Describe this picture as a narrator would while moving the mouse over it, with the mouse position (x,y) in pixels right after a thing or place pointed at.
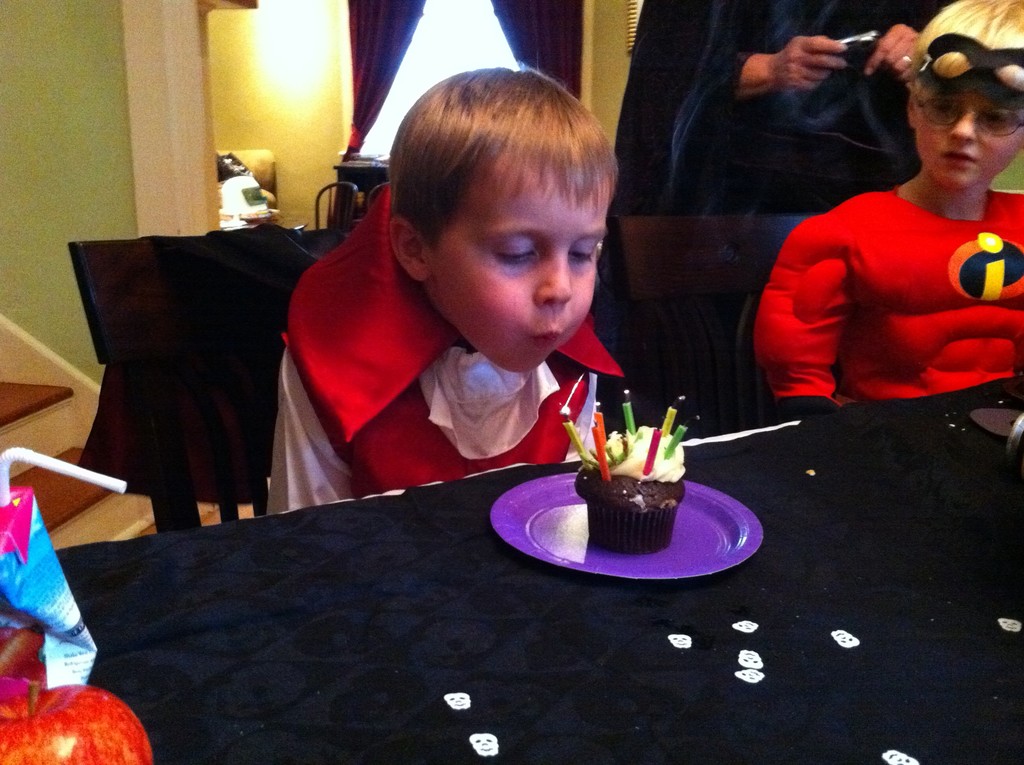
There is a boy (392,378) sitting in the chair (254,467) blowing candles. Behind that boy (432,180) there is a room (352,100) and I can see a window (416,49) with curtains (400,45) and a lamp (302,9) attached to the wall (286,66). There is a couch (258,175). There is a boy (802,312) at the right corner of the image (862,258) and I can see a person (833,161) behind with a black dress (782,128). This is a table (893,683) which is covered with a black cloth (411,720) and a plate (556,552) is placed on the table (549,645) which consists of chocolate muffins (635,515) and candles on it. At the left bottom corner of the image (80,720) I can see an apple (71,707) and a drink packet (28,558) with a straw (36,457) in it.
